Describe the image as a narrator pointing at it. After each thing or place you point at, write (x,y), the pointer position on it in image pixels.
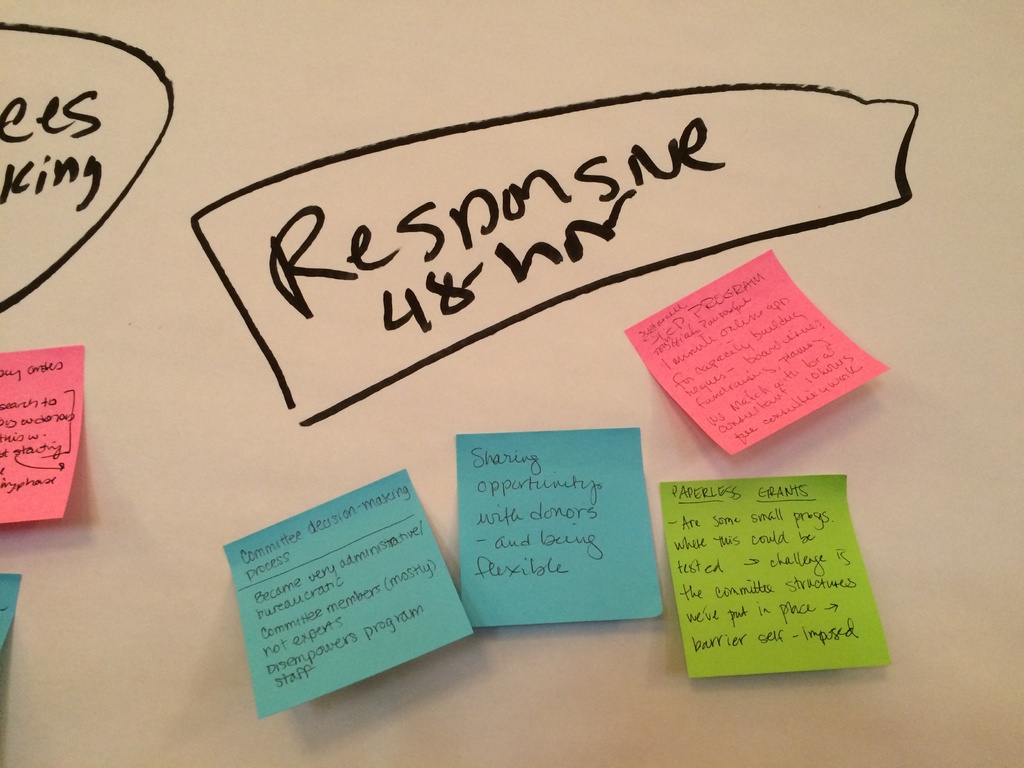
In the image on the wall (96,624) there is something written on it. And also there are few different colored papers (753,373) with something written on it.
